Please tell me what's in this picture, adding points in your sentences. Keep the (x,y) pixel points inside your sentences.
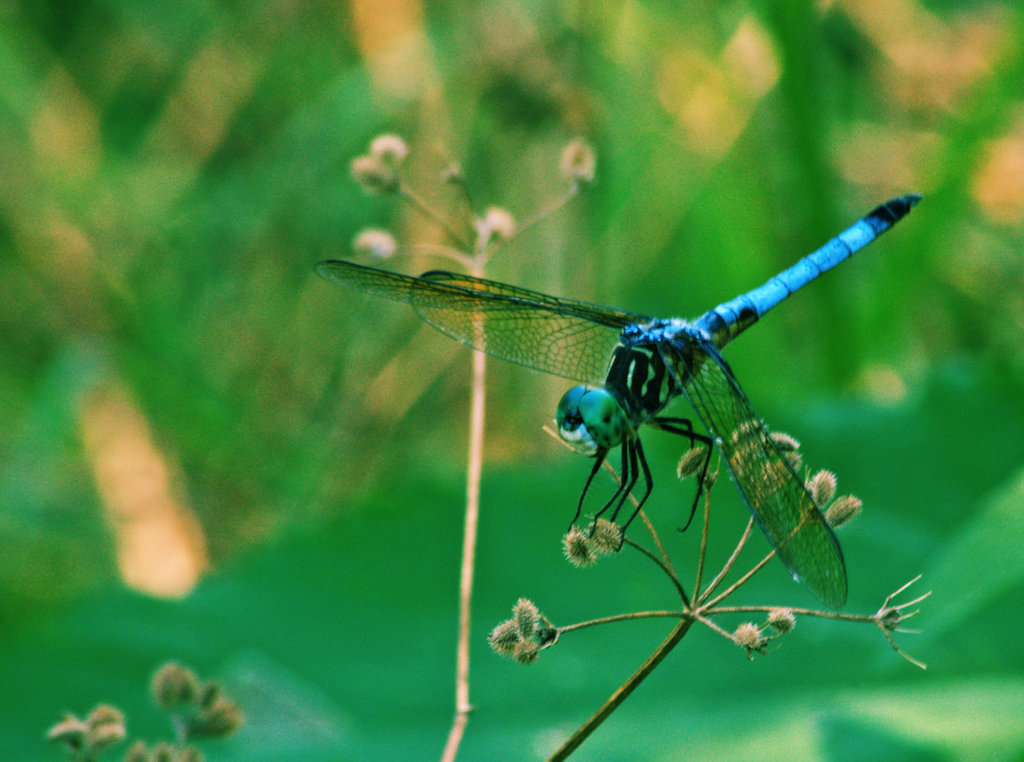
In this picture we can see dragonfly (567,312), flowers (573,534) and stems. In the background of the image (729,156) it is brown and green.
